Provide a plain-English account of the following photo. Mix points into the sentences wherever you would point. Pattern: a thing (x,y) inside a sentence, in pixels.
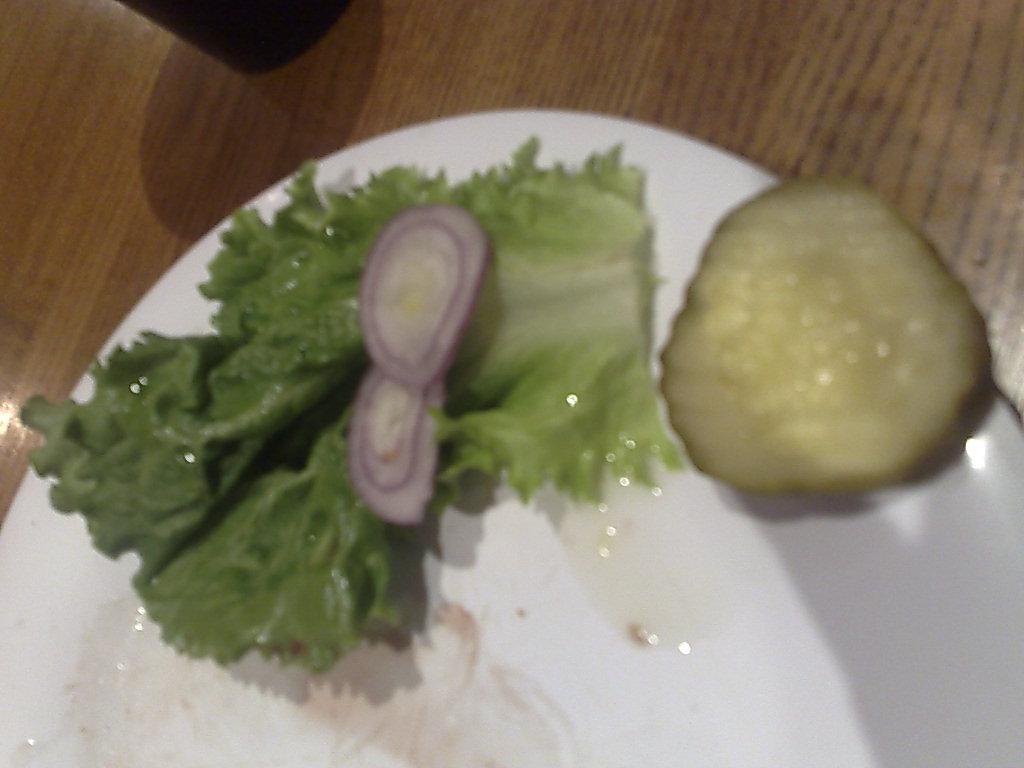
In this picture there is a table (244,86), on the table (810,55) there is a plate (694,224). On the plate (706,182) there are onions slices (413,343) and leafy vegetable (521,390). At the top (273,61) there is a cup (227,22).
